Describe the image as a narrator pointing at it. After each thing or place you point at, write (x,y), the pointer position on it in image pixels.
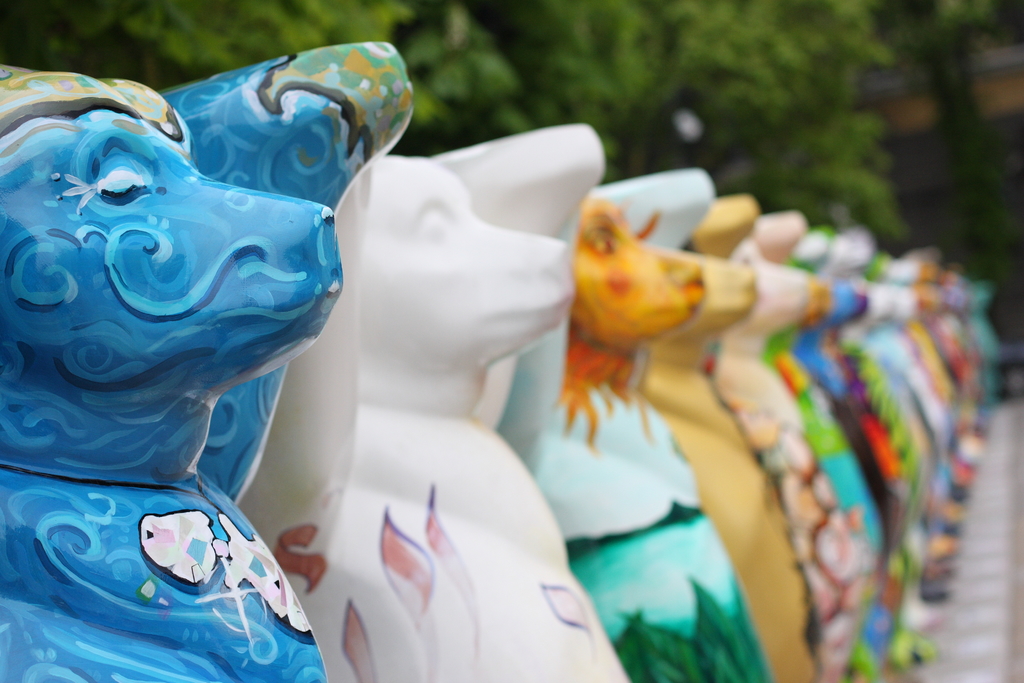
In this picture we can see a few colorful objects (632,256). There are some trees (476,58) in the background (564,42). We can see a blur background (920,129) view.
